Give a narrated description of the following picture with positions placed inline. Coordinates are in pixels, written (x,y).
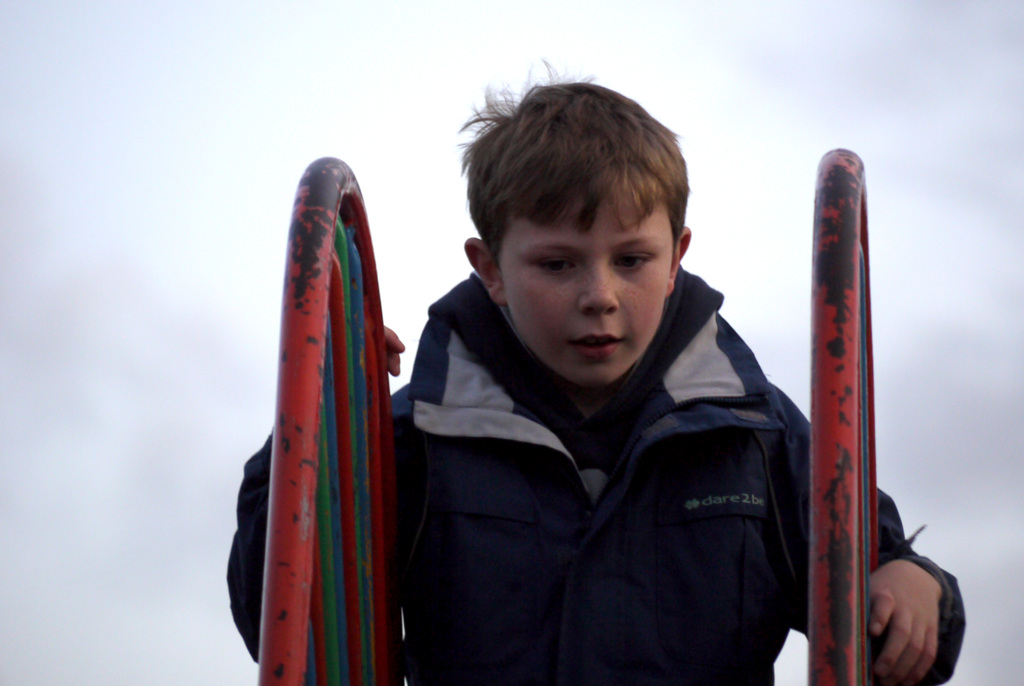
In this image we can see a kid (587,558) wearing blue color jacket (590,518) standing and there are some rods (346,392) on left (329,426) and right side of the image (859,205) which are in different colors and in the background of the image (419,168) there is cloudy sky (275,242).
